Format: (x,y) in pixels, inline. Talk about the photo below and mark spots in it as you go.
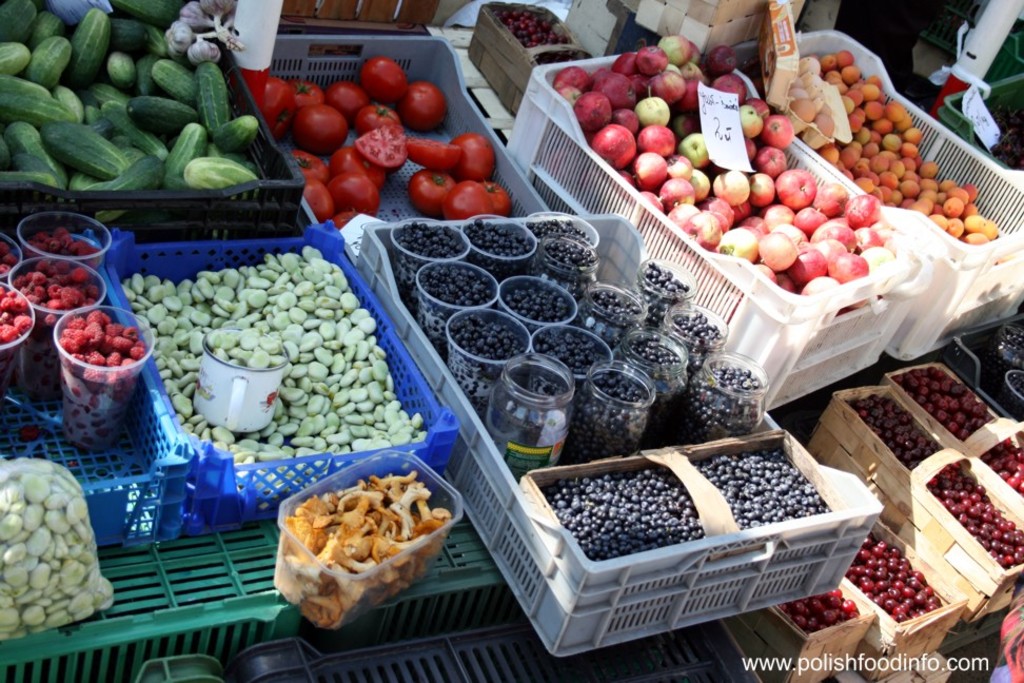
In the picture I can see vegetables (288,372) and fruits (558,244) in trays (505,167) and other objects (484,362). I can also see some other objects (726,144). On the bottom right side of the image (837,660) I can see watermarks (831,663).
